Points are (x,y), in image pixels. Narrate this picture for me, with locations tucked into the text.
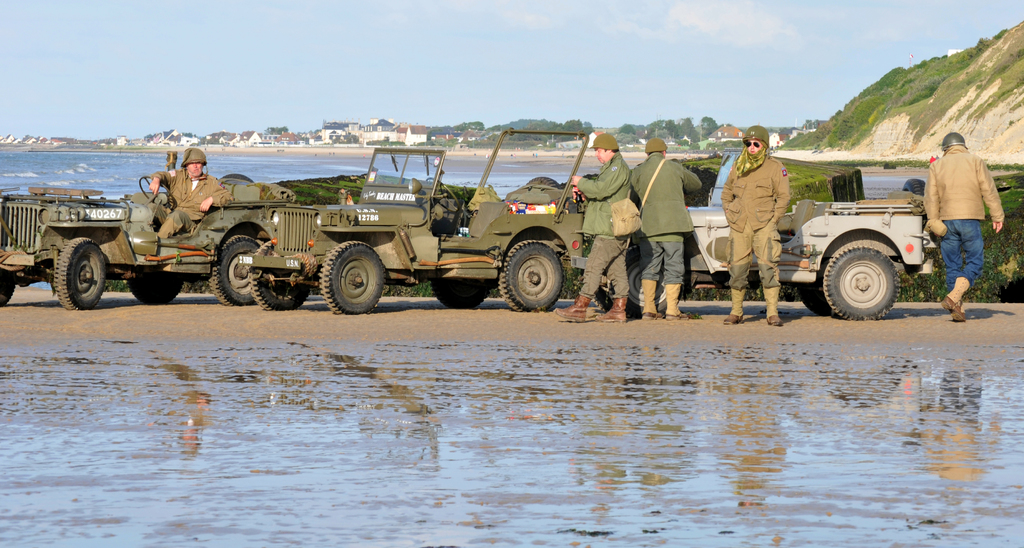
In this image I can see water (199,359), few vehicles (453,262), few people (942,204), number of trees (535,134), number of buildings (238,141), the sky (553,53) and here I can see one is sitting and rest all are standing. I can see all of them are wearing helmets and he is carrying a bag (642,200).
